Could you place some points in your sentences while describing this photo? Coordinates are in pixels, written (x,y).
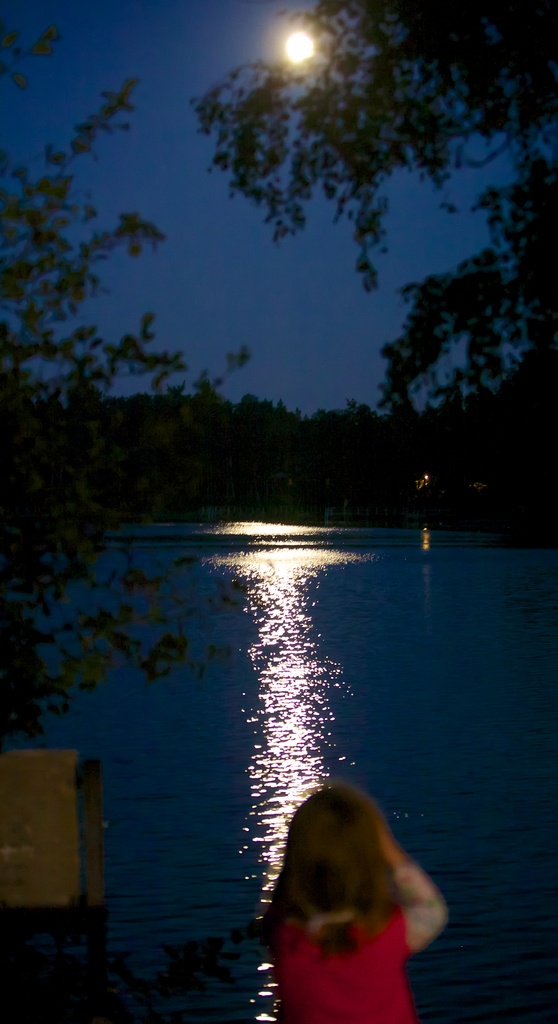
In this image I can see the person (405,981) and the person (405,981) is wearing red color dress (397,982). In the background (301,686) I can see the water (363,663) and I can also see the moon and the sky (270,230) is in blue color.
